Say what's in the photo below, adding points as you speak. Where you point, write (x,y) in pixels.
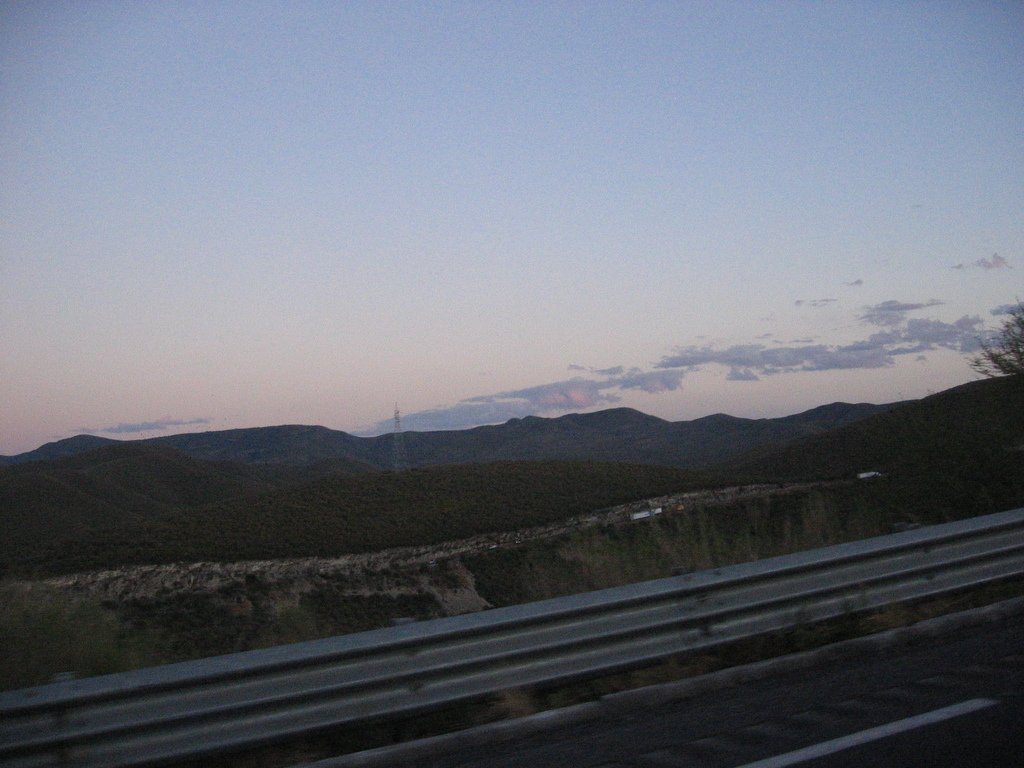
In this image there are hills (1016,381) and sky (535,310). At the bottom (662,733) there is a road (911,728). On the right (1007,333) we can see a tree (1010,320).
